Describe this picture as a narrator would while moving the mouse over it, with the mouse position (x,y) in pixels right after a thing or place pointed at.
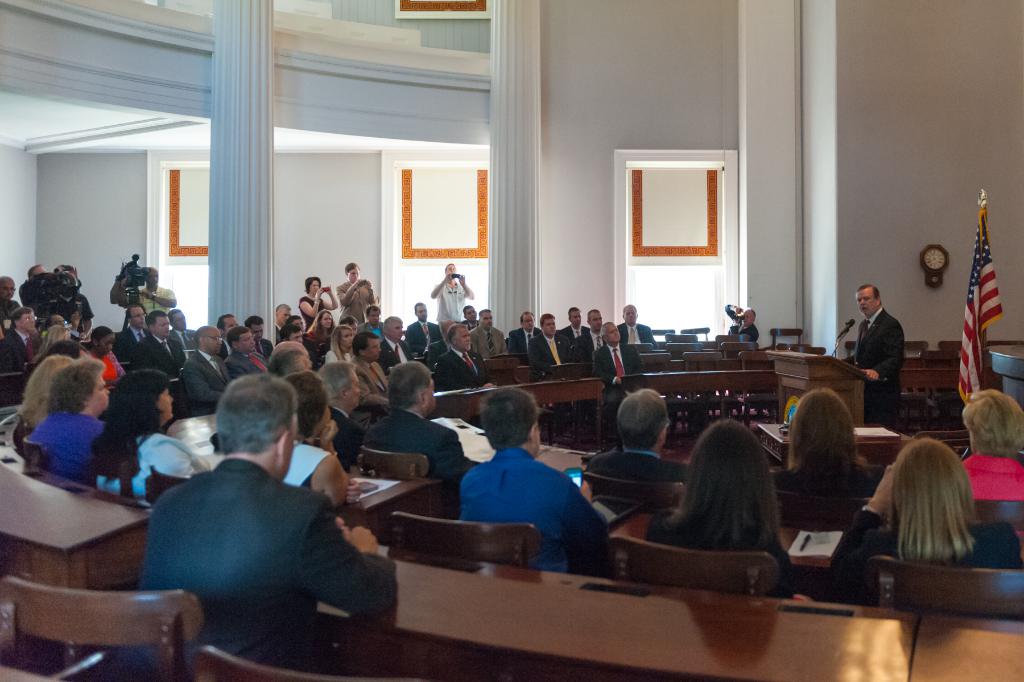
In this image I can see the group of people (523,411). I can see few people (210,515) are sitting on the chairs (525,548) and few people (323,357) are standing. These people (304,351) are wearing the different color dresses (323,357) and I can see few people (159,294) are holding the cameras (66,294). To the right (879,368) I can see one person (879,383) standing in-front of the podium (812,372). On the podium (812,371) there is a mic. To the back of the person (879,354) there is a flag (973,328). In the back (493,151) I can see the pillars (490,267) and the clock (931,252) to the wall (838,113).
